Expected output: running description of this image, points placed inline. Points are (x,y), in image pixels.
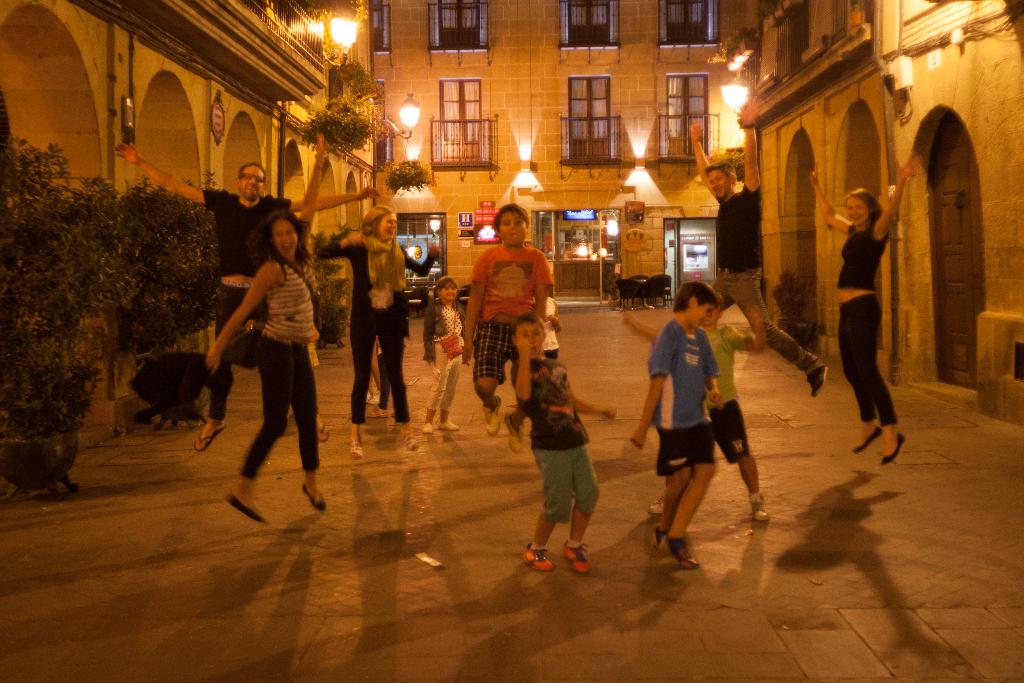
In the foreground of this image (674,291), there are persons (499,350) jumping on the pavement (444,528). In the background (113,275), there are plants (114,252), arches (37,138), lamps (349,29) on the wall (651,142), railing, windows (457,98), chairs (638,295) and few boards (477,227) on the wall (458,237).
